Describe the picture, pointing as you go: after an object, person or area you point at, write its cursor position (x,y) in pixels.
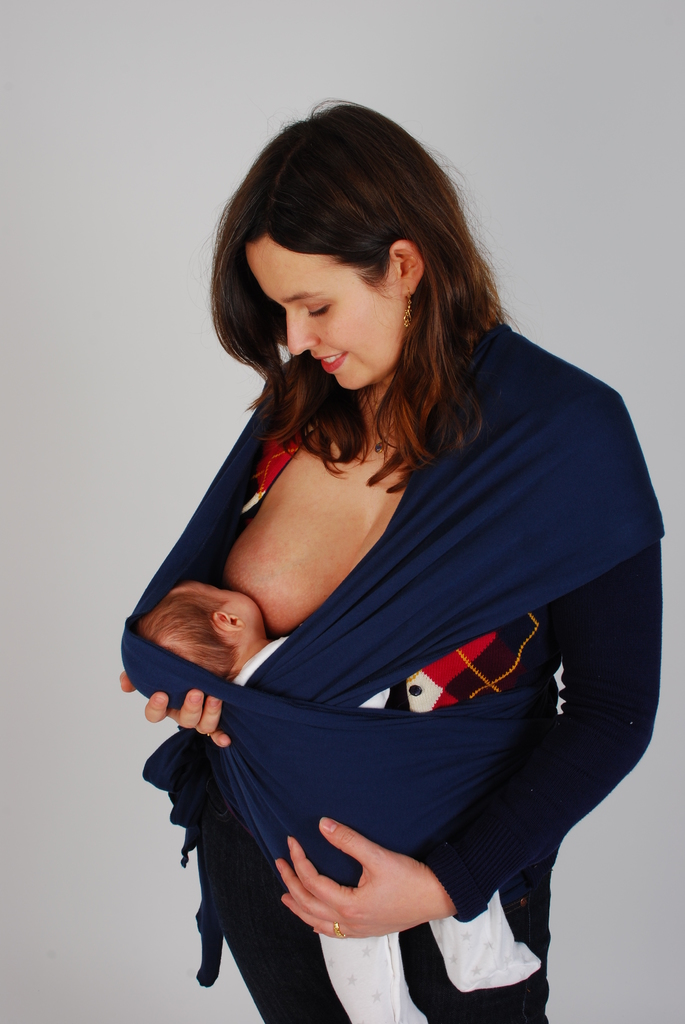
In this image there is a woman (273,474) feeding her child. Behind her there is a wall (162,162).
